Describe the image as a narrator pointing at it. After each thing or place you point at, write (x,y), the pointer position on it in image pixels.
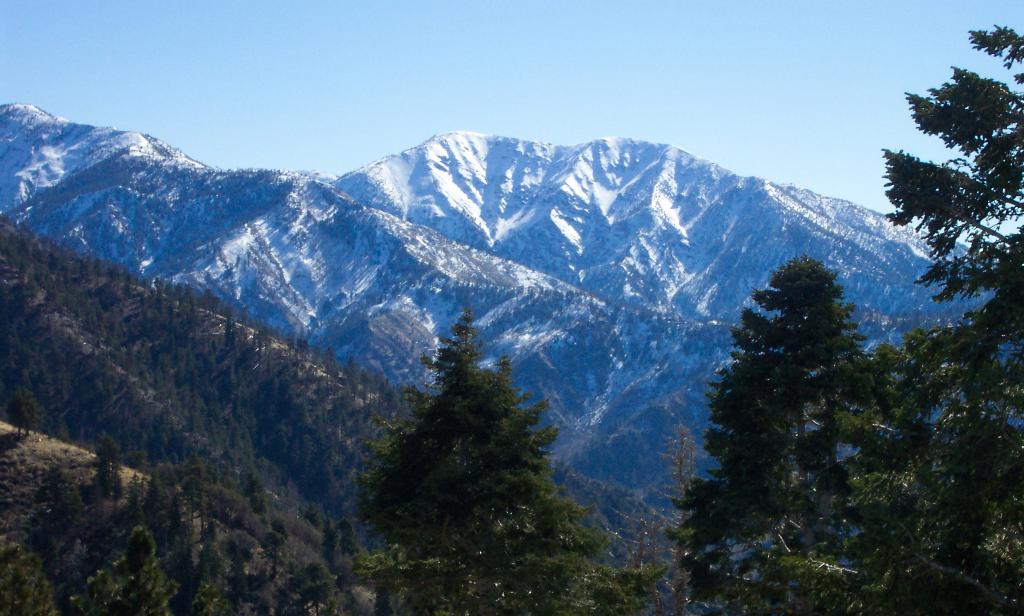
In this image there are trees (495,375), mountains (486,265) and the sky (524,60).
